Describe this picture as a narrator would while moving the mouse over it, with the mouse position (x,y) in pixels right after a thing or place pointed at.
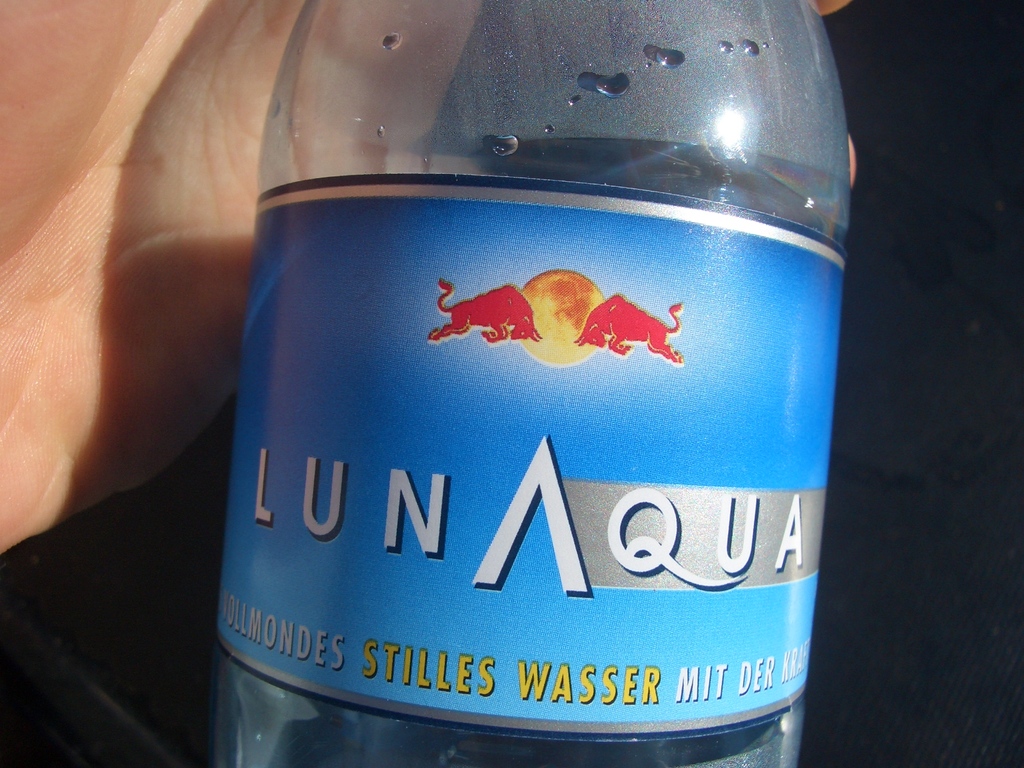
In this image i can see a bottle (610,284) and a human hand (197,193).
